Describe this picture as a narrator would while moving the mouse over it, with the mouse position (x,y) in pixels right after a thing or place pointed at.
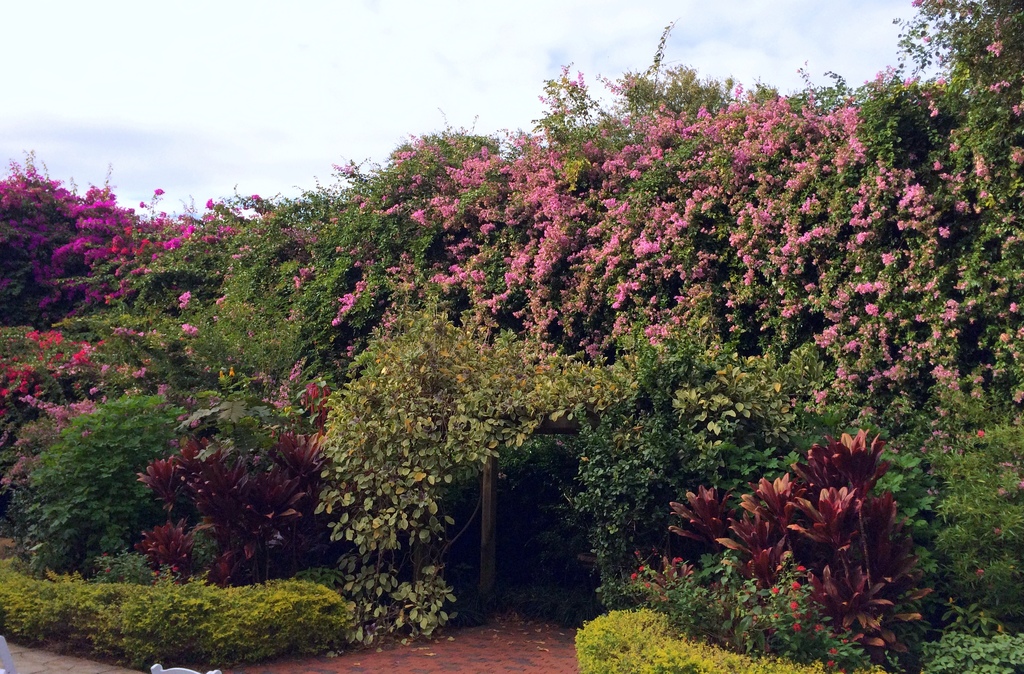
In this picture, we can see a few plants (476,341), flowers (544,262), entrance (523,488), and the sky (308,116) with clouds (257,140).
